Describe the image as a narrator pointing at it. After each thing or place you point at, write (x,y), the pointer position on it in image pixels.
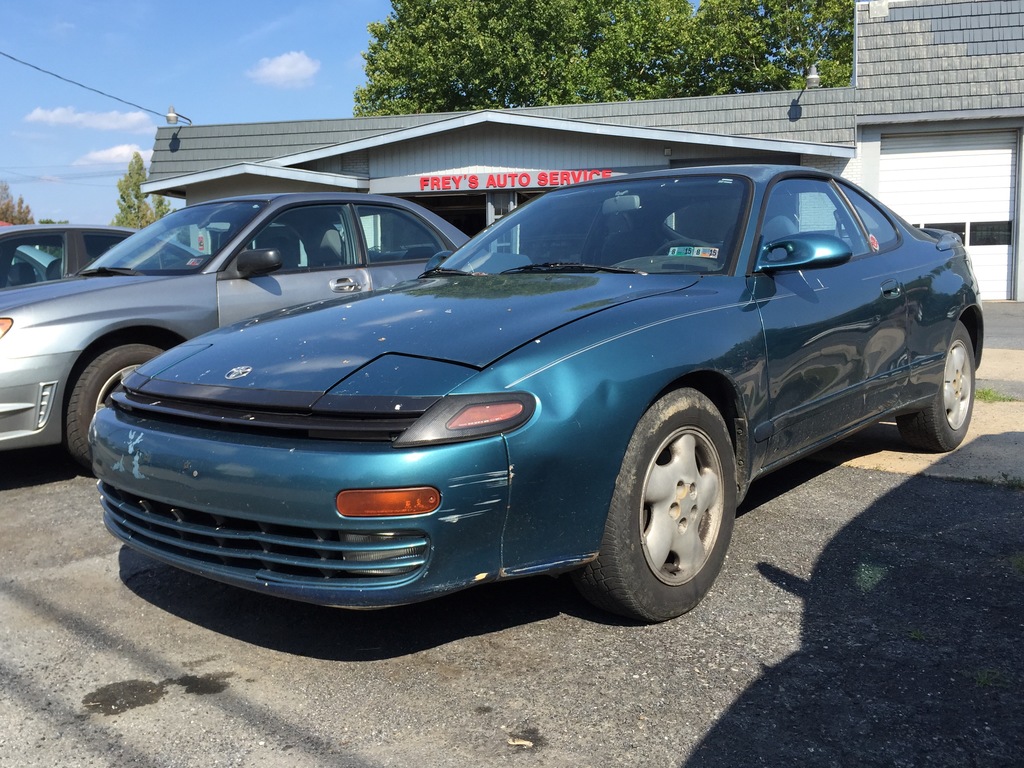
In this image we can see cars (347,297) on the road (440,757). In the background (647,117) there is a building (660,116) and we can see trees (514,19). At the top (275,47) there is sky (275,47) and we can see a wire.
